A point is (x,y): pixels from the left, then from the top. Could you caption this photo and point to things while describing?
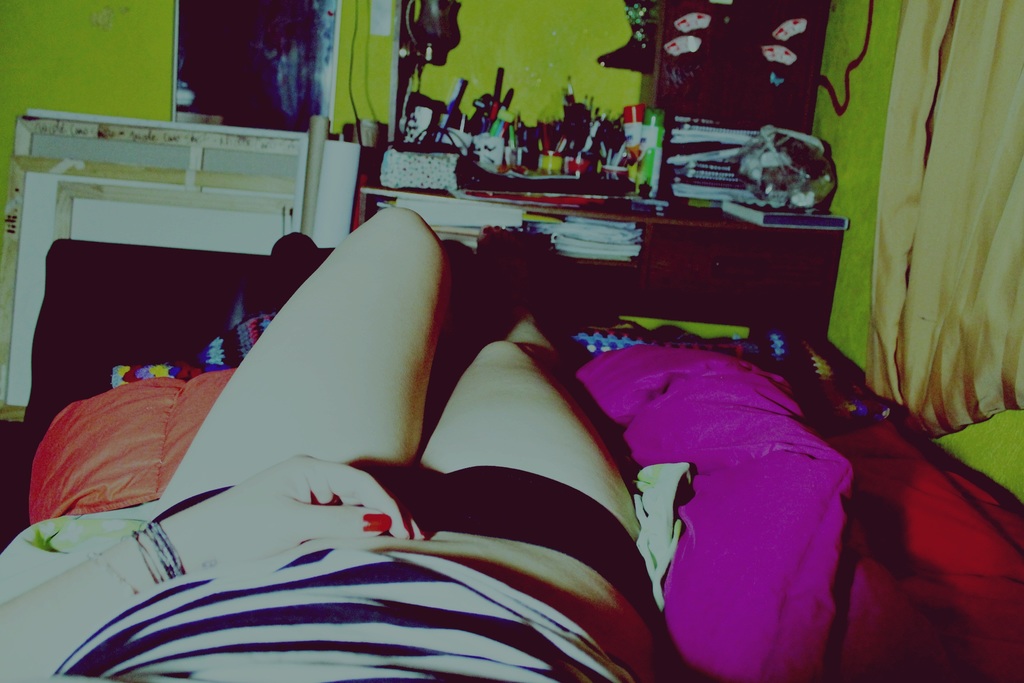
In the picture we can see a person (300,383) sleeping on the bed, in the background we can see a table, on the table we can find many things (549,142) like pens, papers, bottles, books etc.
